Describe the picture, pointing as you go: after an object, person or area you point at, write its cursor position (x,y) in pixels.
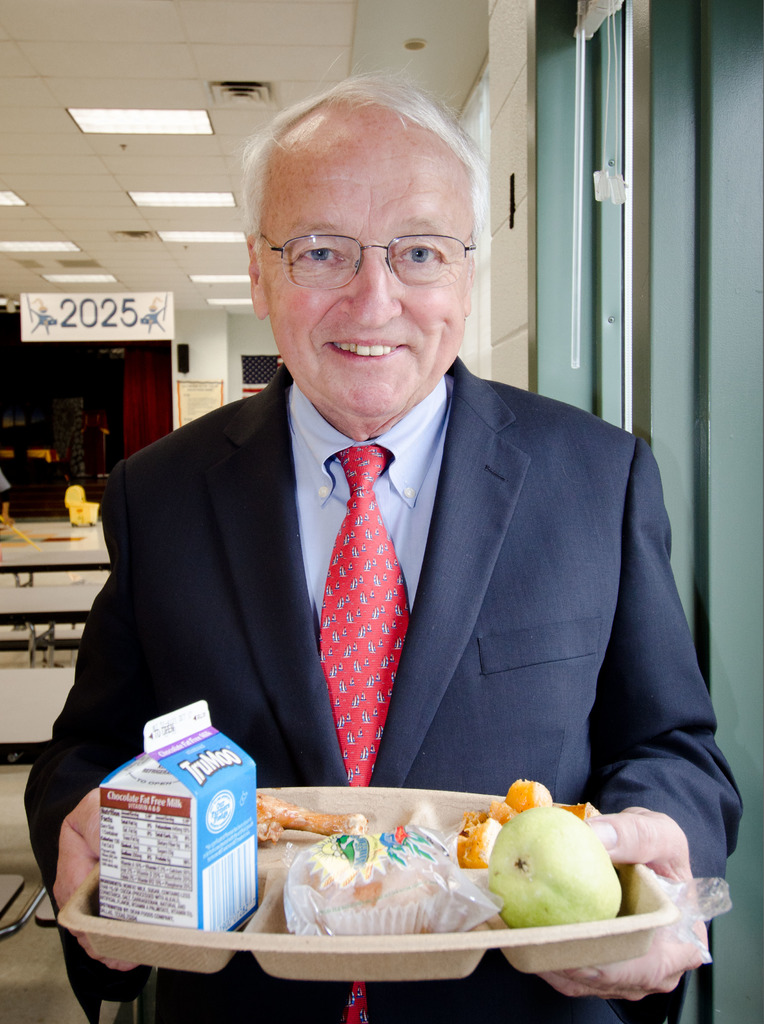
In this picture there is a man (203,696) standing and smiling and holding a plate (144,934) with box (187,735), cover (363,874) and food items (579,878). In the background of the image (79,571) we can see tables (4,735), board (98,332), curtain (133,408), board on the wall (232,377) and objects (98,461). At the top of the image (404,33) we can see ceiling (420,33) and lights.
